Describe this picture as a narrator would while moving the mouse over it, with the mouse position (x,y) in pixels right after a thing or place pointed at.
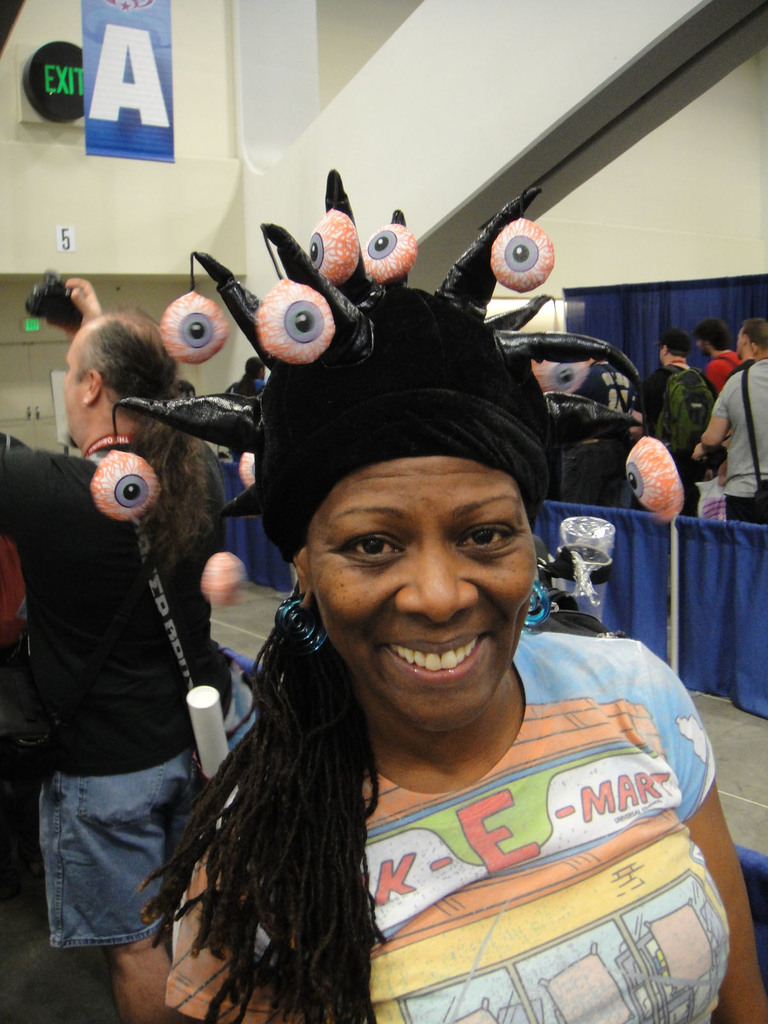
In this image, we can see a woman (455,810) standing, she is wearing a hat (436,322). We can see a man (84,684) standing behind the woman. In the background (760,547), we can see the curtains (713,300) and the walls (93,215). We can see an exit sign board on the wall (194,94) and a poster (148,23) on the wall (29,177).
